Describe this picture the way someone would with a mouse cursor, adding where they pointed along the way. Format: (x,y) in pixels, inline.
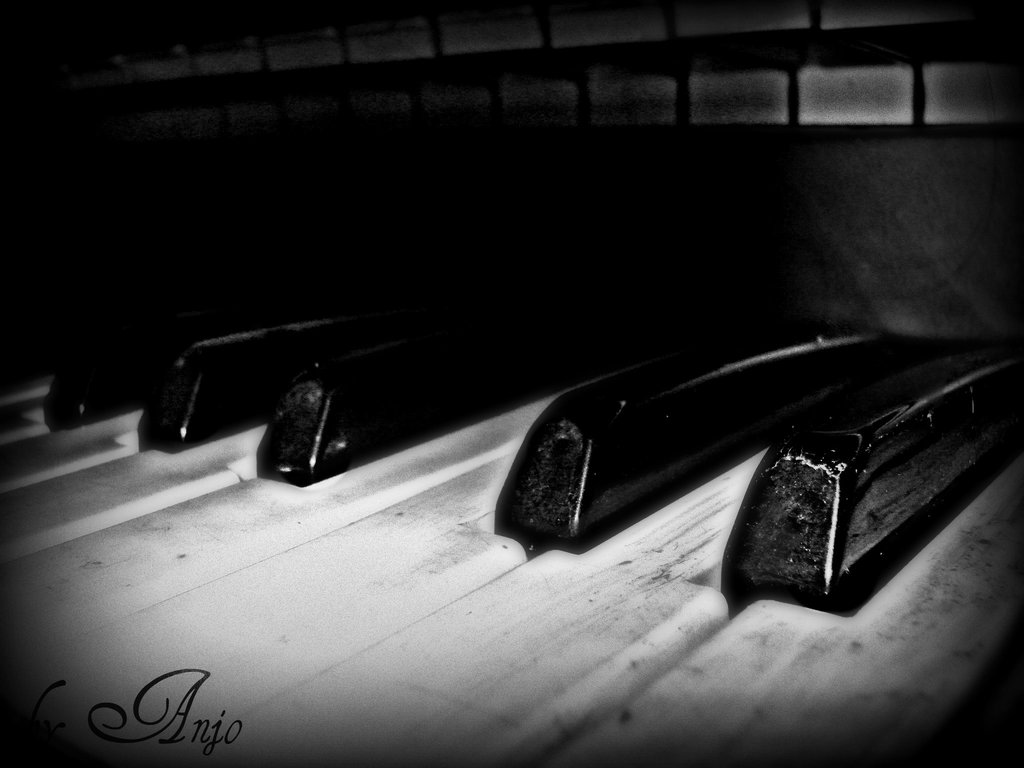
This picture shows a piano (457,710).
